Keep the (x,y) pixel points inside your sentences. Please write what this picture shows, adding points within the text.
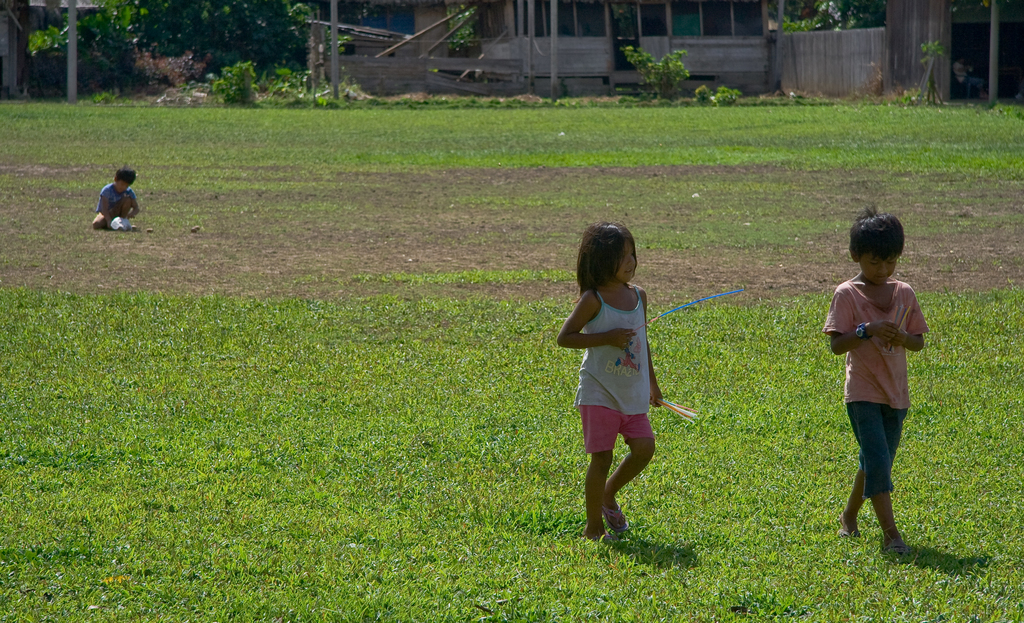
In this image, I can see a boy (850,285) and a girl (597,431) walking. This is a grass (195,384). Here is a boy (117,200) sitting. In the background (491,53), that looks like a house (694,59). I can see the trees (241,42) and plants (248,87). I think this is a pole (73,13).
